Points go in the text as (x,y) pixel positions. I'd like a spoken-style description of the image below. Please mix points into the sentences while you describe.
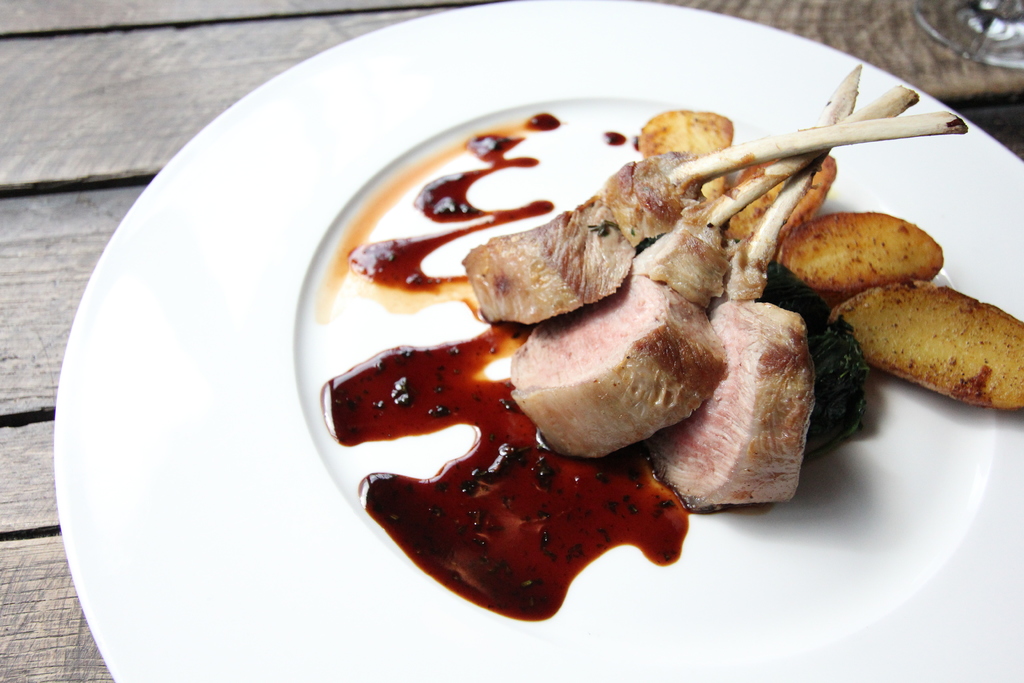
In this image, we can see some food items (580,390) and sauce (417,544) is there on the white plate (342,236). This white plate (144,658) is placed on the wooden surface (88,133). Right side (980,34) top corner, we can see some glass (968,38).
